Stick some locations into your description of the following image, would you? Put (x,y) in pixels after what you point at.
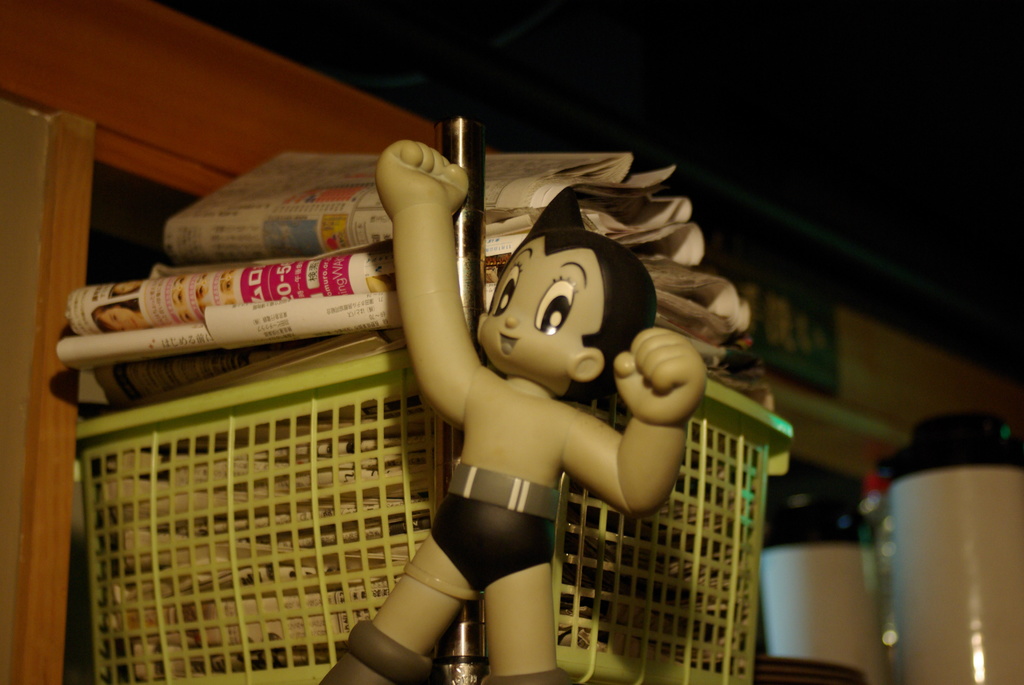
In the center of the image (537,410) there is a toy (447,604). In the background (345,496) there is a basket (278,475) and papers (293,328) placed in it and there is a wall (41,194).
